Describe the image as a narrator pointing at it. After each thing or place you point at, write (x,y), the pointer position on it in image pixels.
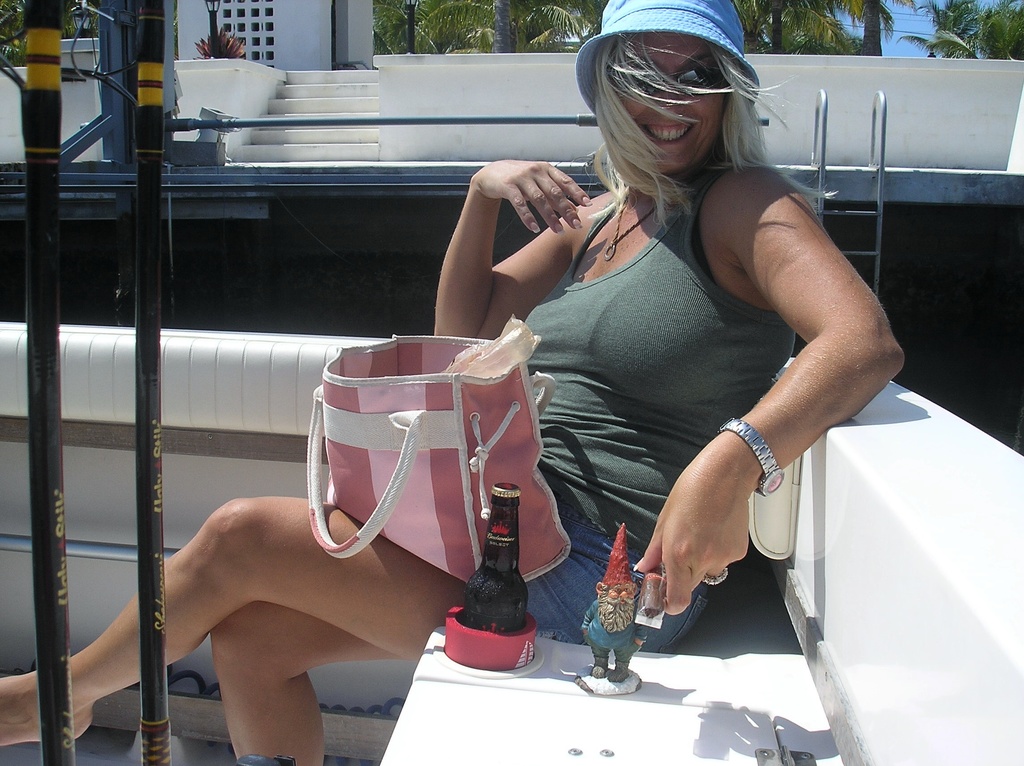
In the image there is a woman (783,285) sitting on ship (764,642) and she is also a hand bag (403,530) on her laps (414,578) and we can see a bottle (518,598) and a toy (610,628) beside her. In background (320,88) we can also see staircase (320,88), ladder (820,150), building (299,29), trees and sky (895,21) is on top (898,47).
